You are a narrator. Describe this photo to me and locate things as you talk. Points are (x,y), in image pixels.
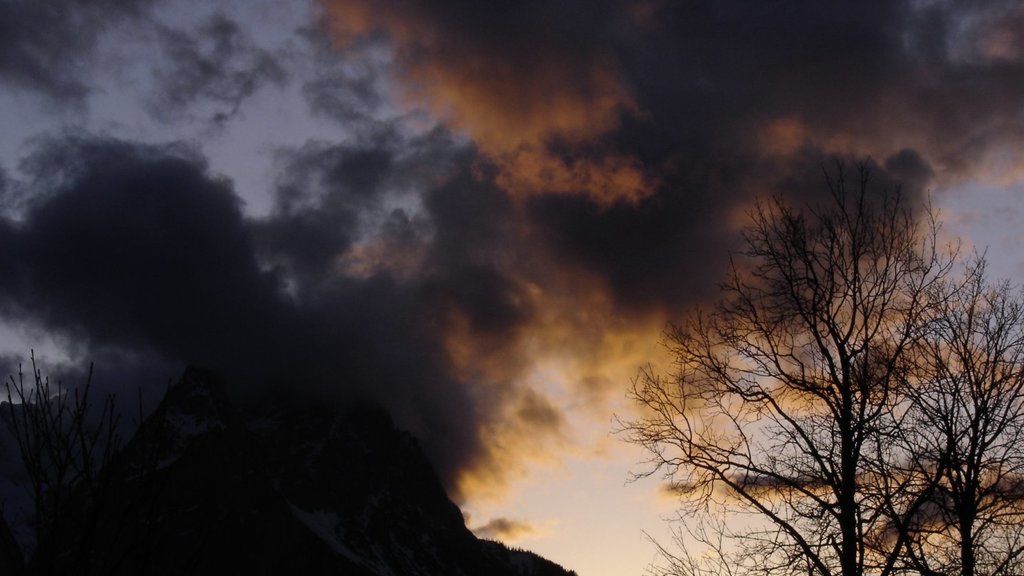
On the right side (879,357), we see the trees (830,345). At the bottom (396,468), we see a hill (256,453) and the trees (81,495). In the background (560,434), we see the clouds (565,406) and the sky (599,478).
